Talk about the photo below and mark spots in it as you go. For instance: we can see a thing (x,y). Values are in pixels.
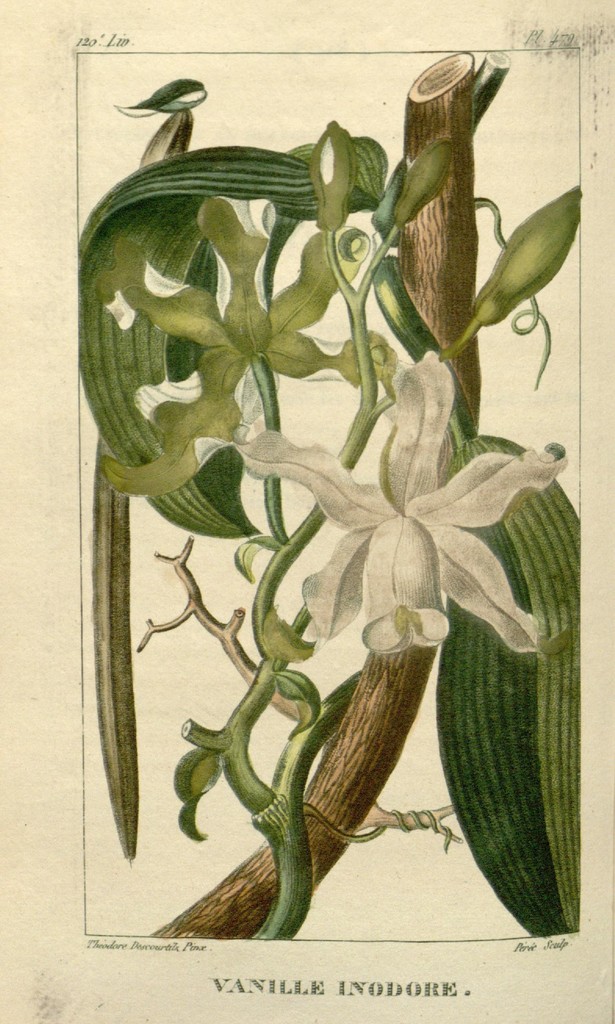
In this image, we can see depiction of a plant (215,317) and some text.
